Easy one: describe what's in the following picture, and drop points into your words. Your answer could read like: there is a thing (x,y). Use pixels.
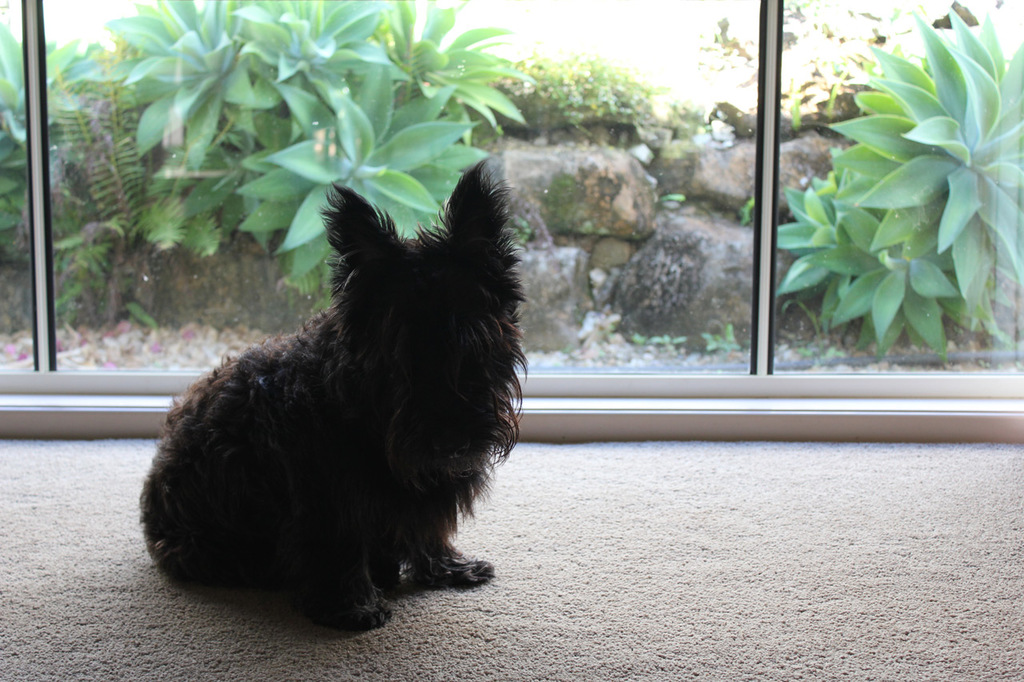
In this picture there is a dog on the left side of the image (294,362) and there is a window (529,341) in the center of the image (666,341), there are plants (371,130), which are appearing in the window (694,222).
